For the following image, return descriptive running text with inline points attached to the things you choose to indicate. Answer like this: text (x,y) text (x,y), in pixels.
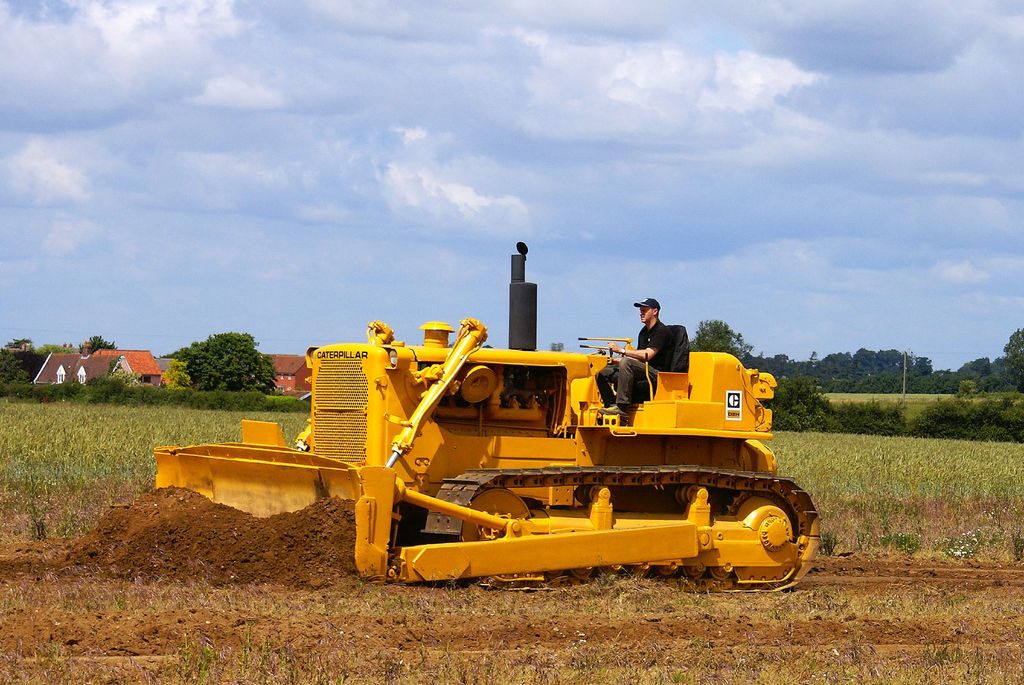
In this picture I can see a vehicle (489,457) in front (623,373), on which there is a man (654,342) sitting and I see the soil (183,545). In the middle of this picture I see the grass (45,423), number of plants (795,405), buildings (101,352) and trees (1015,361). In the background (335,114) I see the sky (484,217) which is a bit cloudy.
